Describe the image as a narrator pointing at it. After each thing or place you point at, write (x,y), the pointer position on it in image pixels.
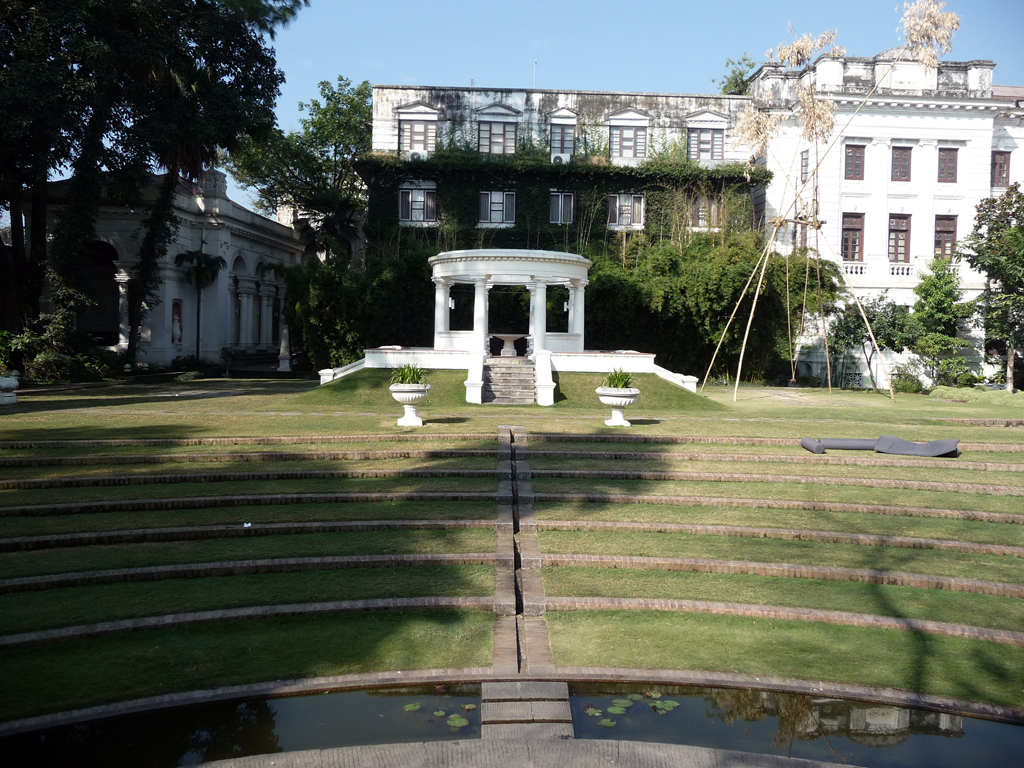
In the foreground of the picture (276,664) I can see the staircase (549,620) and there is a green grass (563,617) on the staircase (535,617). I can see the water (349,729) at the bottom of the picture (740,708). In the background (728,306), I can see the buildings (531,173) and trees (946,308).
